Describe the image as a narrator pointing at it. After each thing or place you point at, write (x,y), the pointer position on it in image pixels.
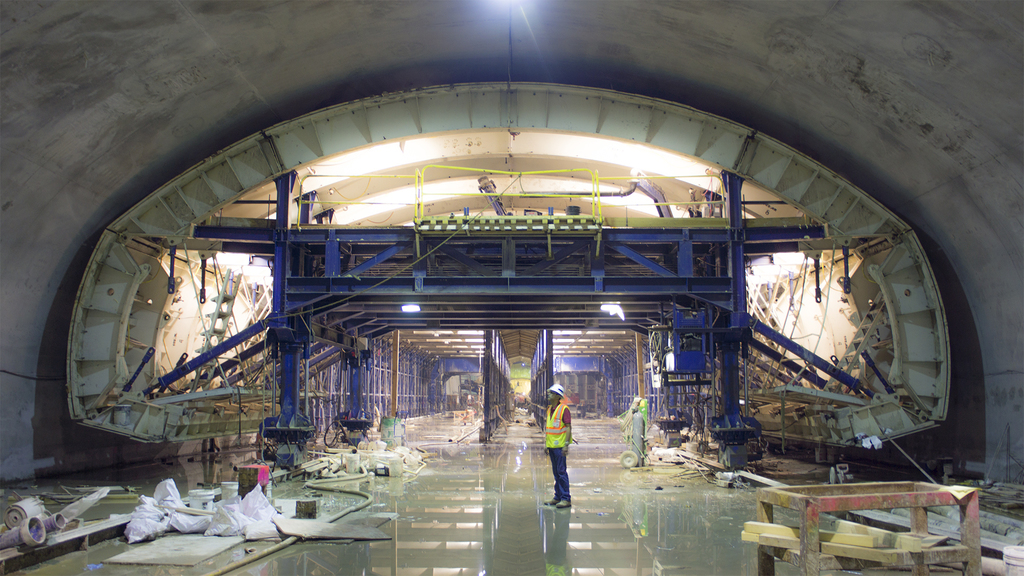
In this picture we can see a tunnel (527,76), there are two lights (609,309) and a person (548,444) in the middle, this person (561,425) is standing, on the left side (21,540) there are pipes (9,533) and bags (156,514), in the background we can see some metal rods (488,355).
